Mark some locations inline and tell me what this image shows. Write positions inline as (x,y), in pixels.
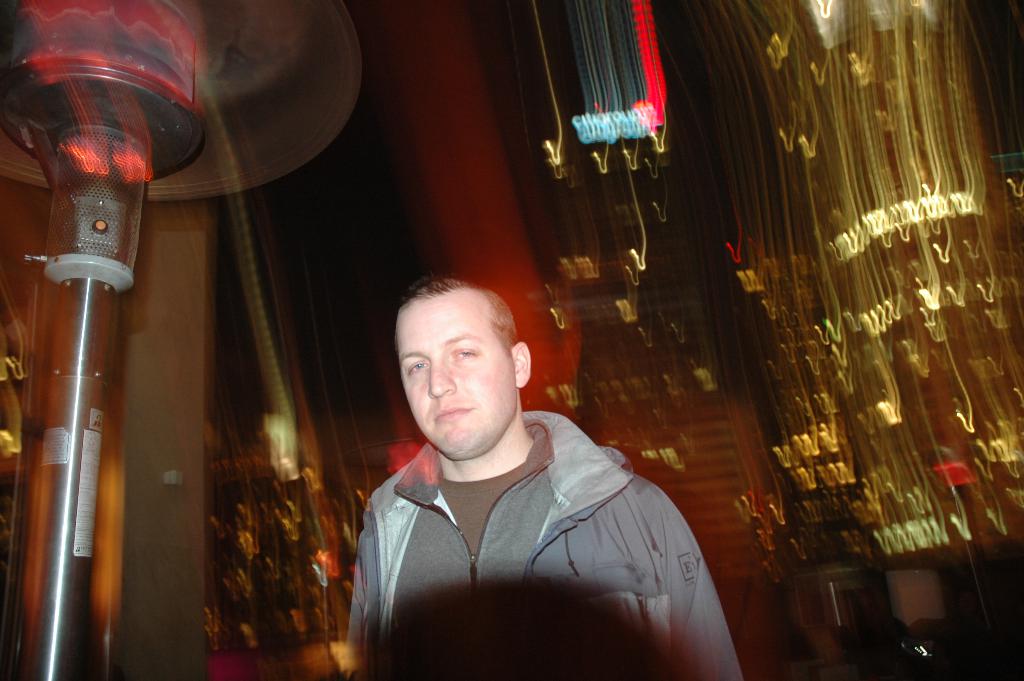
In this image we can see a man (485,488). In the back (300,452) there is light decorations (870,510). Also there is an object (82,254) on the left side (119,195).
